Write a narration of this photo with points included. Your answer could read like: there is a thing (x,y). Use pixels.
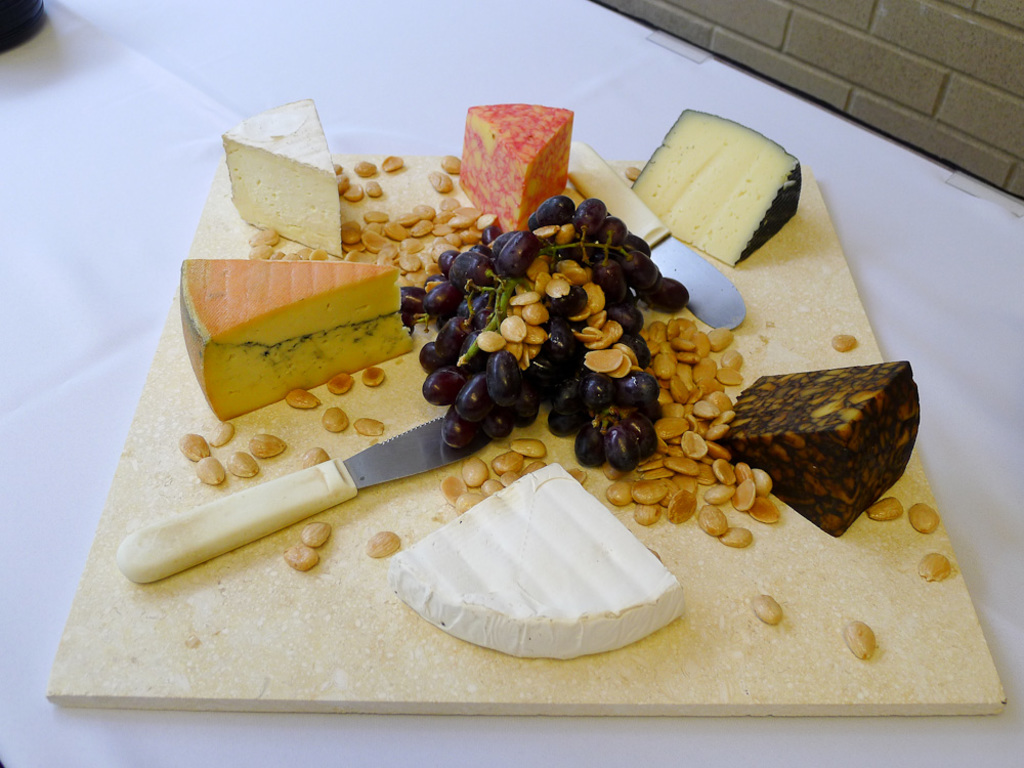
In this image we can see there are some piece of cheese (331,318) placed on the chop board (418,532) with a knife (388,472).
